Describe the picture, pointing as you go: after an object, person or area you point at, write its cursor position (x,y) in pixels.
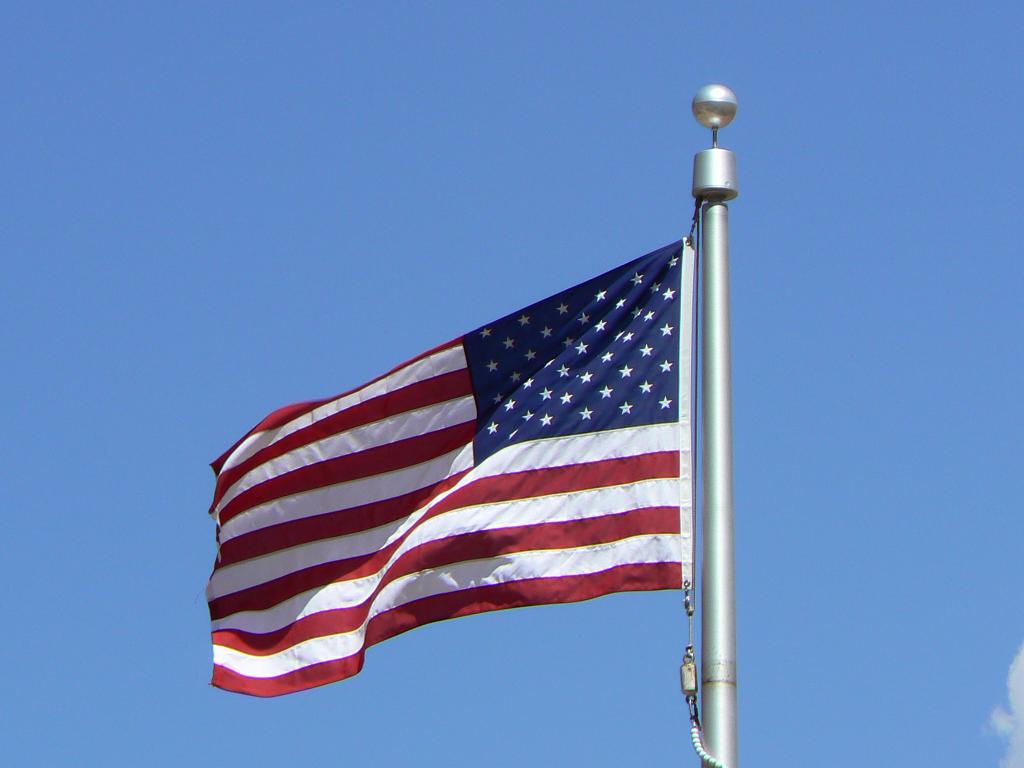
In this image I can see the flag (477,595) to the pole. I can see the flag (519,556) is in red, white and blue color. In the background (304,198) I can see the blue sky (304,198).
